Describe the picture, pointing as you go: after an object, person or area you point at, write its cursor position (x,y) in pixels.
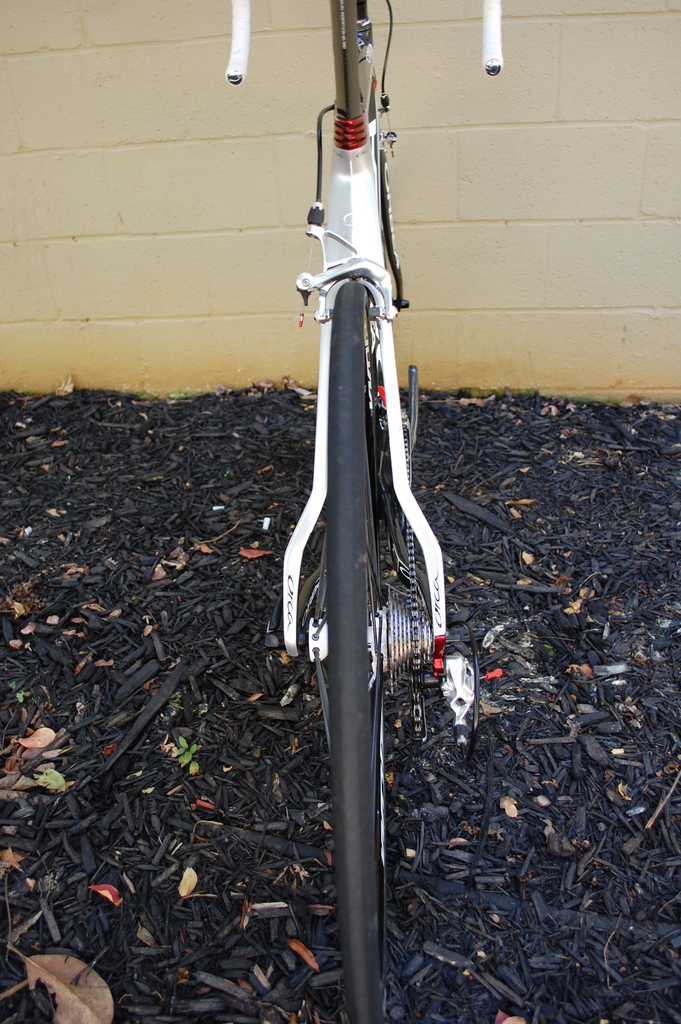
In the picture we can see a bicycle (318,597) which is parked on the dried twigs surface (165,597) which is black in color and in the background (587,345) we can see a wall (509,323) which is cream in color.
